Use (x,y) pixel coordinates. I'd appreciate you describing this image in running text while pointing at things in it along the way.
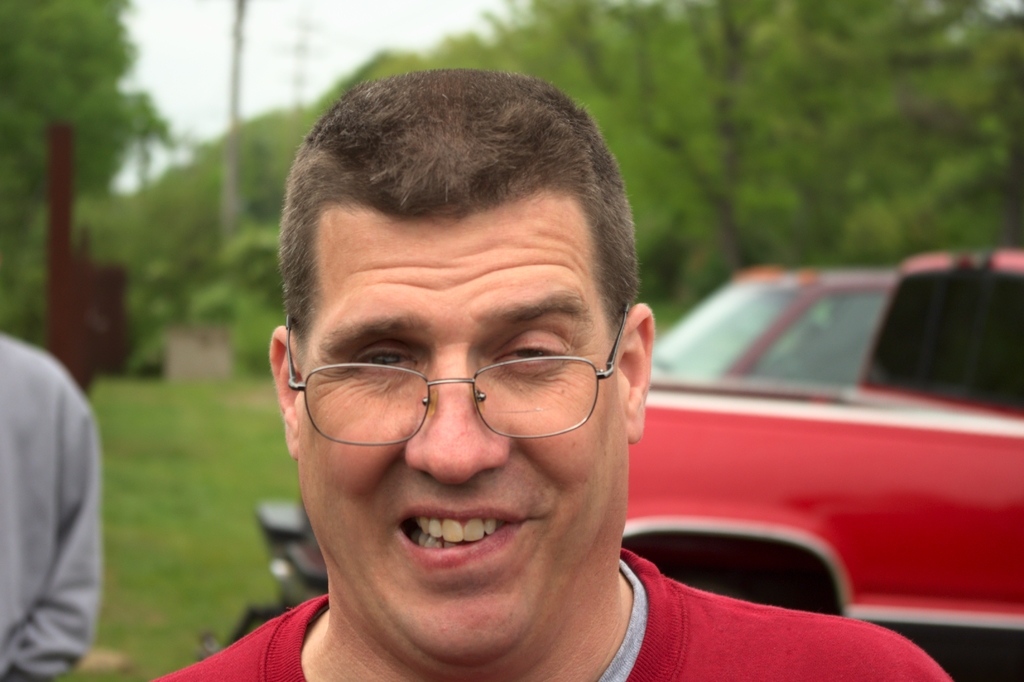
In this picture we can observe a person (358,535) wearing a red color T shirt (289,625) and spectacles (364,423). He is smiling. On the left side (58,552) there is another person (24,542) standing. In the background (802,423) we can observe a red color car (760,436) parked. There are trees (138,228) and a sky (250,44) in the background (258,47).
